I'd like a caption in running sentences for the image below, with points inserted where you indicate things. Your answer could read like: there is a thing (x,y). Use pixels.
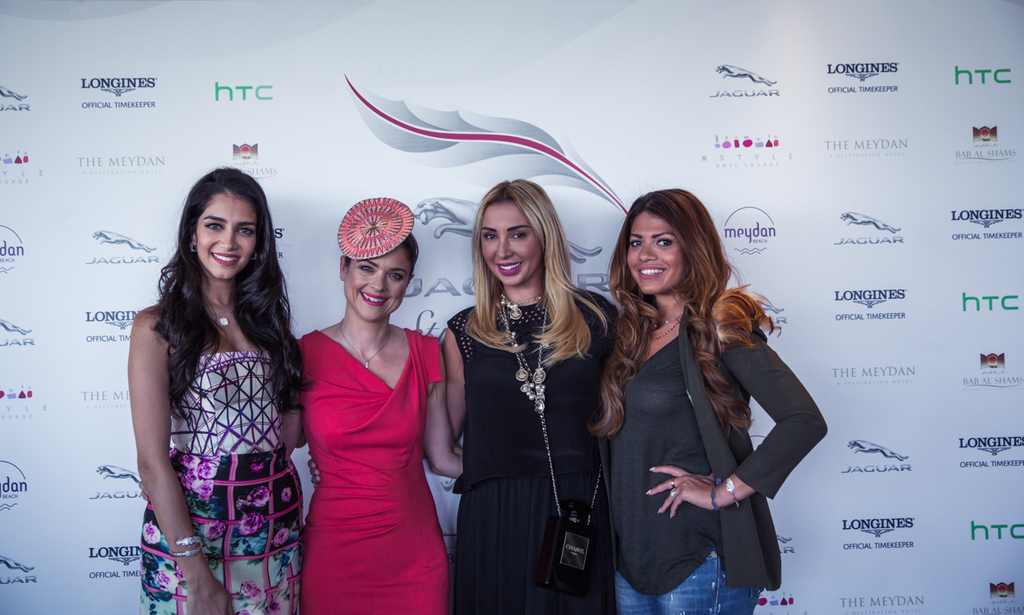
In the image we can see four women (403,461) standing and they are wearing clothes (319,406). They are wearing neck chain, this is a bracelet (197,541) and a finger ring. Behind them there is a poster (440,207).
